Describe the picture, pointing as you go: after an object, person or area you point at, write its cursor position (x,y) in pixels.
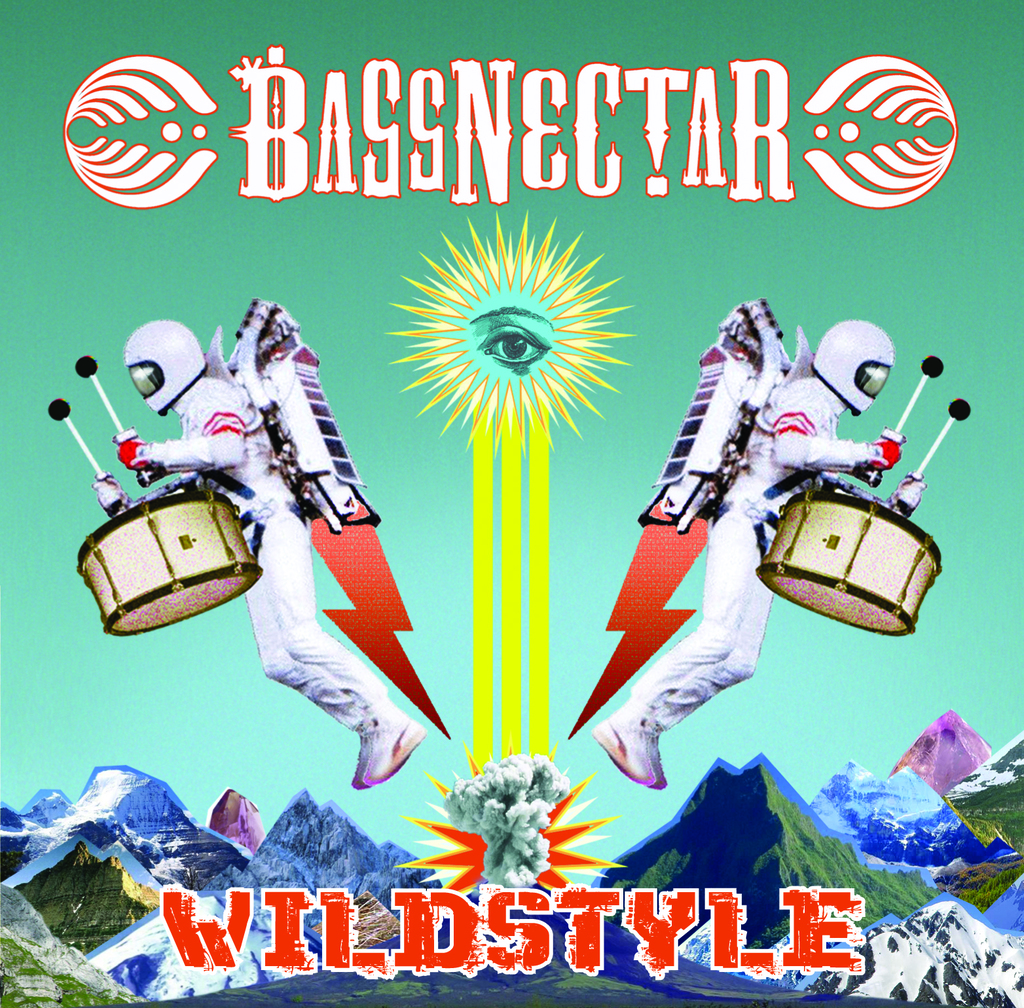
This is a poster and in this poster we can see two people (184,386), drumsticks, mountains (912,831), smoke (524,860), some objects (574,839) and some text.
